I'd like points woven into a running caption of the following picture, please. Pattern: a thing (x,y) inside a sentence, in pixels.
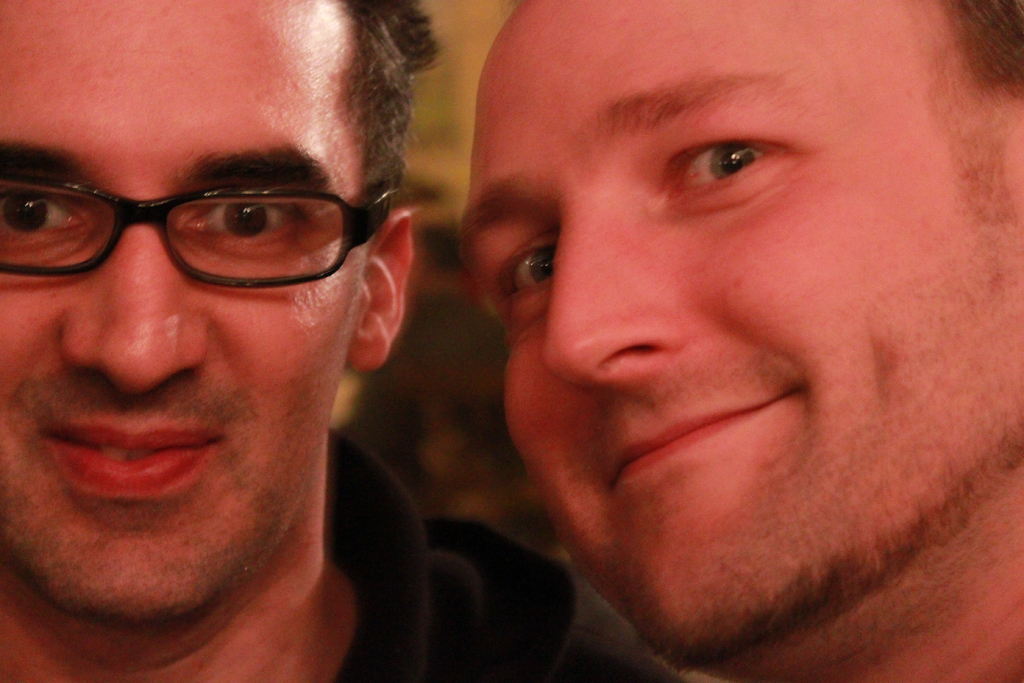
Here we can see two men (756,552). He is smiling and he has spectacles (198,201).
